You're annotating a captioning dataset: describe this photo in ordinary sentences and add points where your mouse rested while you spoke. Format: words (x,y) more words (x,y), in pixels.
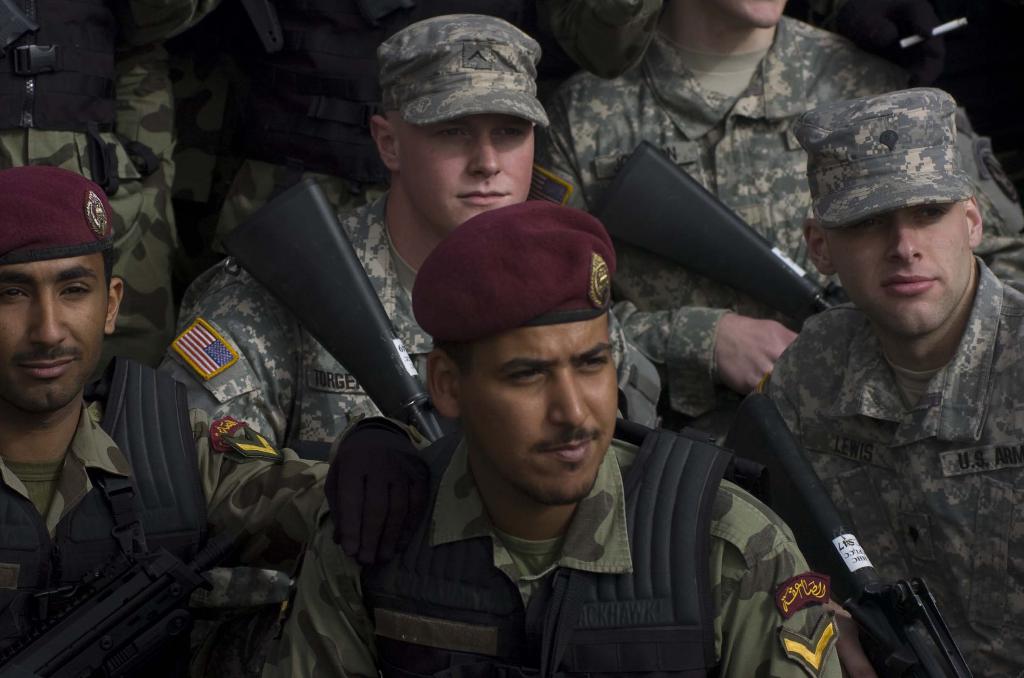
In the center of the image (360,256) there are military officers (50,516) holding a gun (134,558).
